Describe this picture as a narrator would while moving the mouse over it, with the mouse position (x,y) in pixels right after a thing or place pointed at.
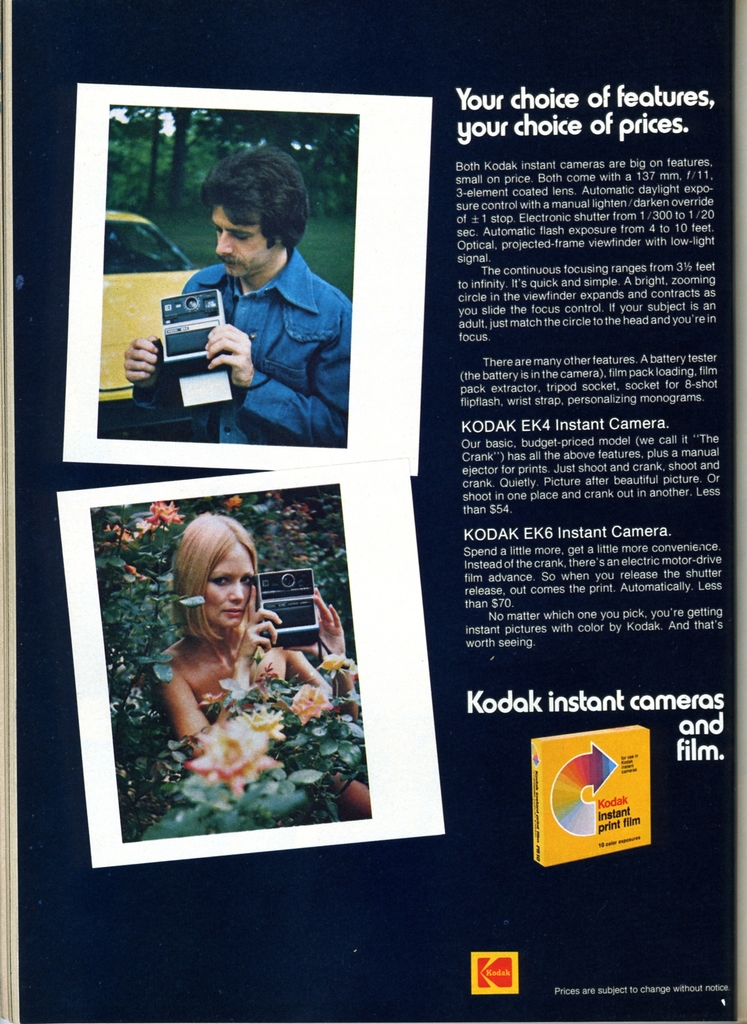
In this image, we can see a poster (535,565) with some images (316,665) and text (700,742).
